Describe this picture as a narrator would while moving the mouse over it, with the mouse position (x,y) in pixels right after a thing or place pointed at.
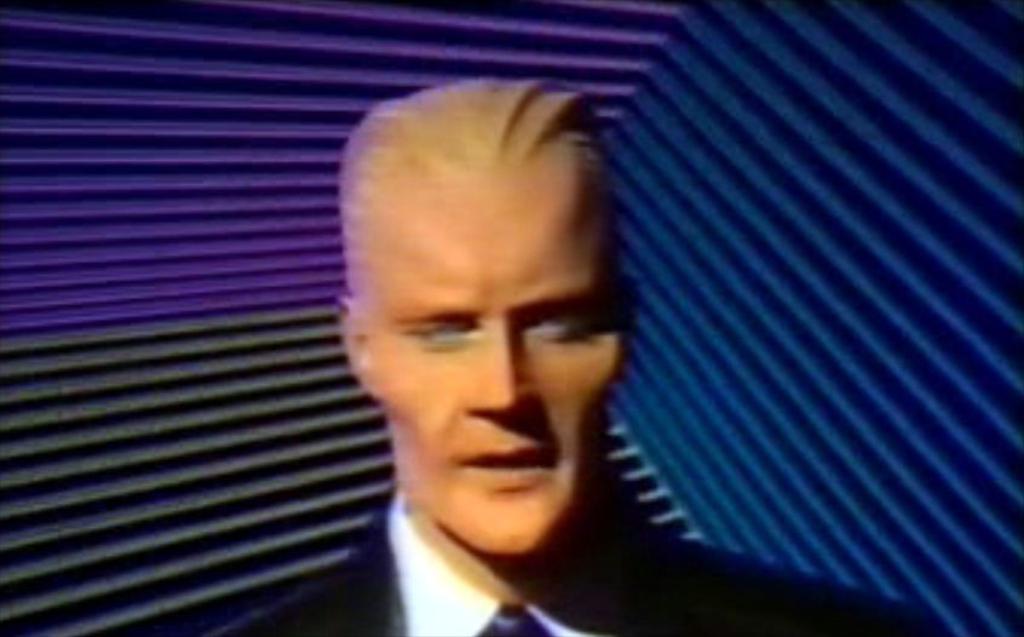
This is an animated image of a person (425,313).
